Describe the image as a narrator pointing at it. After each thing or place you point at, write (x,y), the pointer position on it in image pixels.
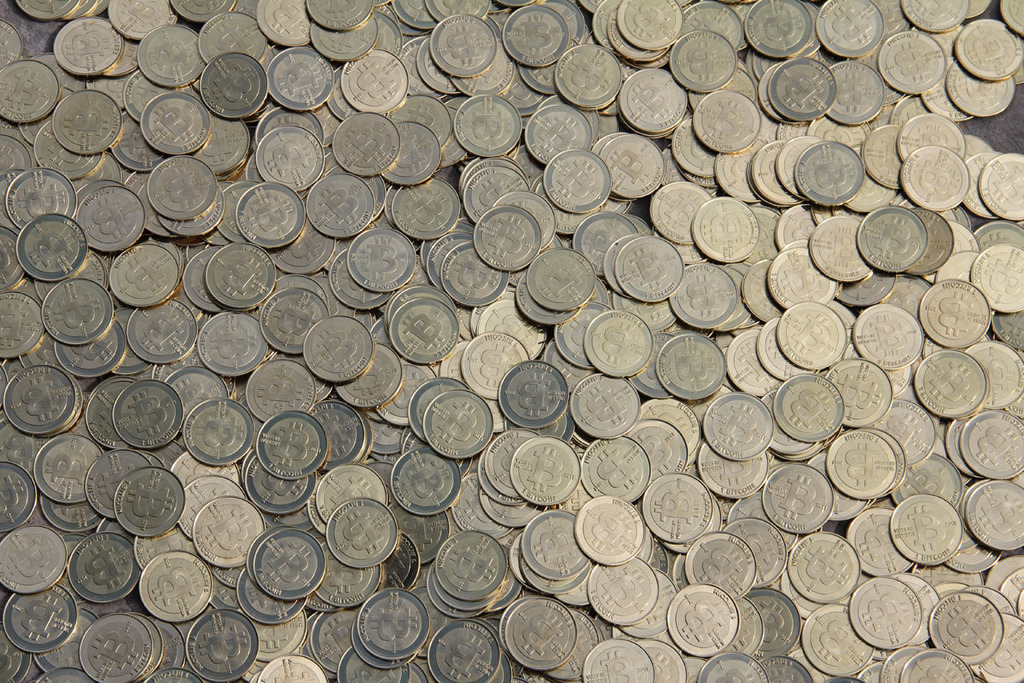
There are coins (420,228) in this image.
